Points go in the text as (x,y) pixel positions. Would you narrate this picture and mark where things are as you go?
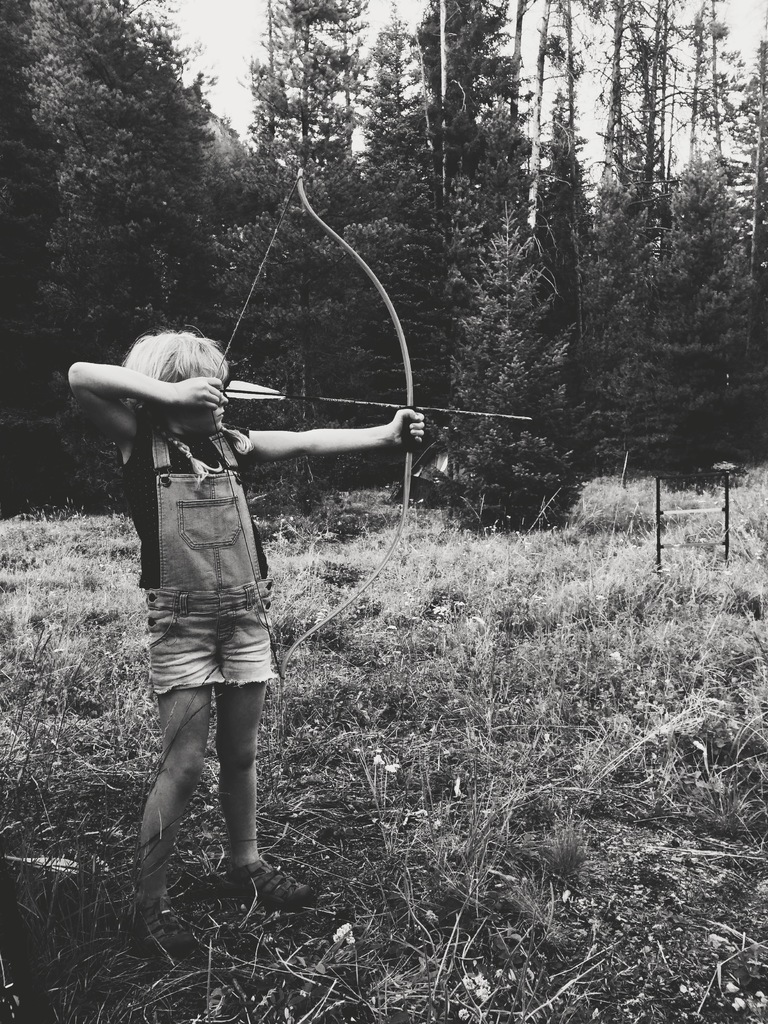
In this black and white image, we can see a kid (217,417) arrowing. There is a grass (469,582) on the ground (322,864). In background (468,200), we can see some trees (128,198).
